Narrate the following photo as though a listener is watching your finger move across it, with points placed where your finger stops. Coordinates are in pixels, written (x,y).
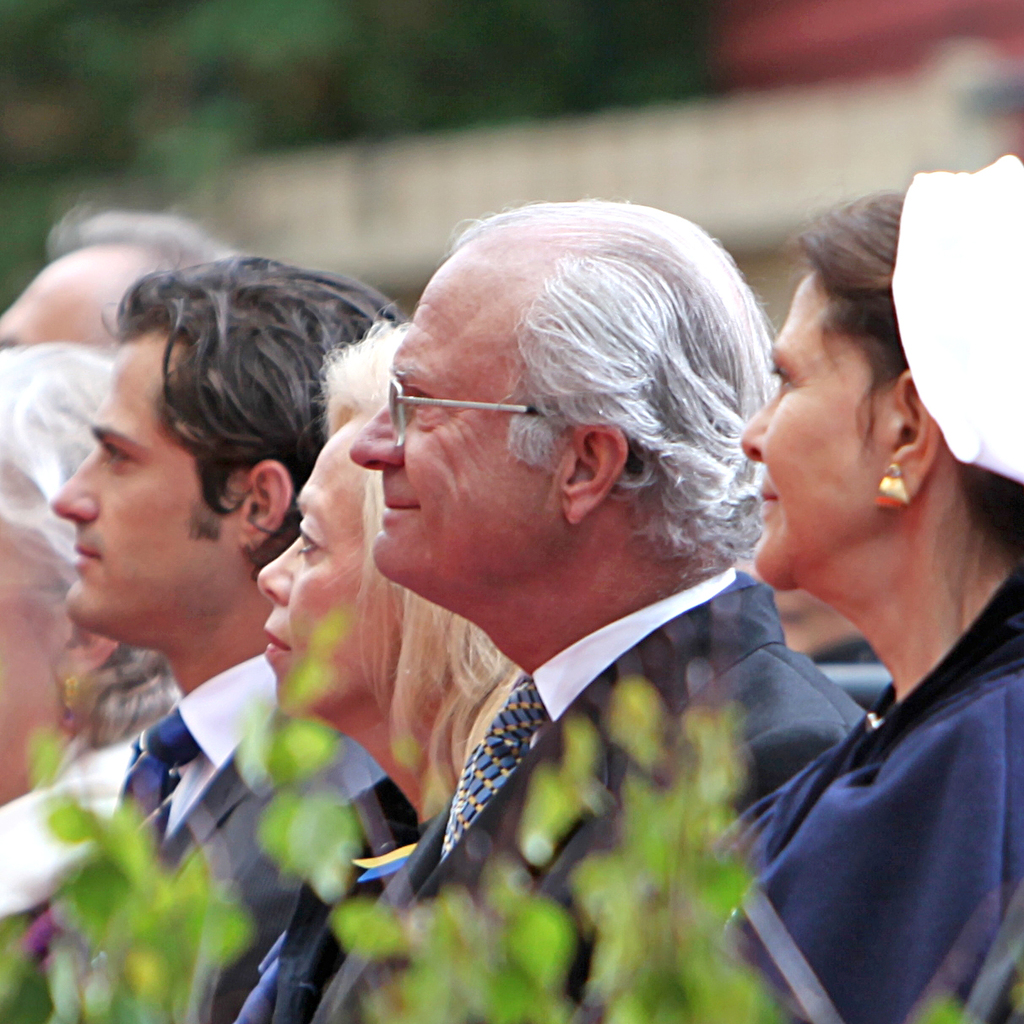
These people (73,541) are looking left side of the image (217,402). Background (733,114) it is blur.
